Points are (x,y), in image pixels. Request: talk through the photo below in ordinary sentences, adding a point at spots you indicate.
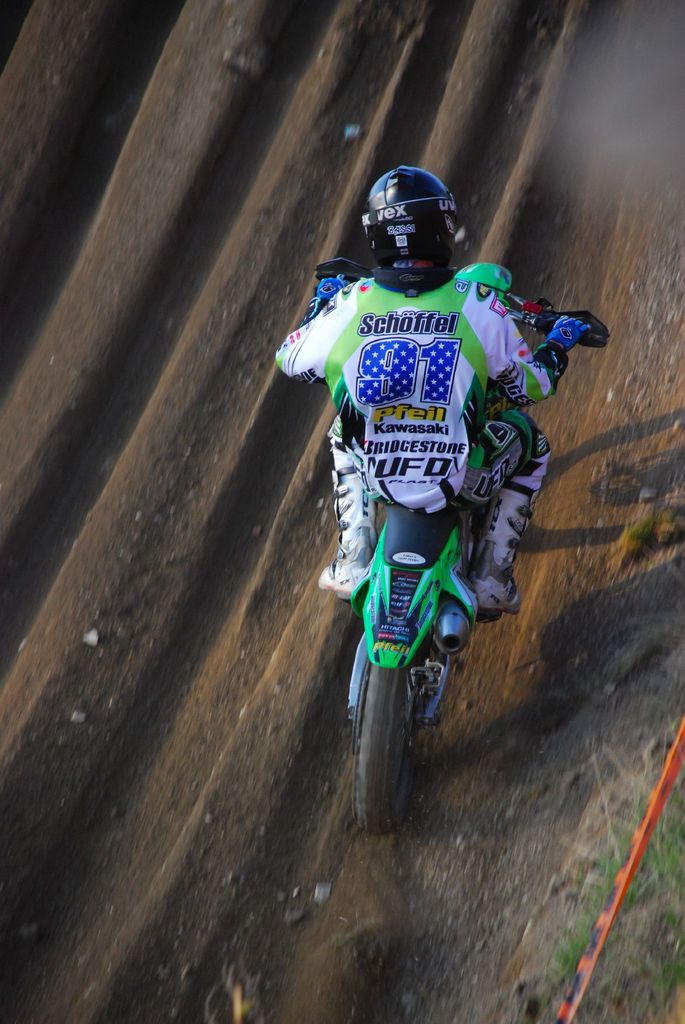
In this image we can see a person (462,414) wearing helmet (383,222) and gloves (549,336) is riding on a motorcycle (462,597). On the ground (144,376) there is soil (157,378).
